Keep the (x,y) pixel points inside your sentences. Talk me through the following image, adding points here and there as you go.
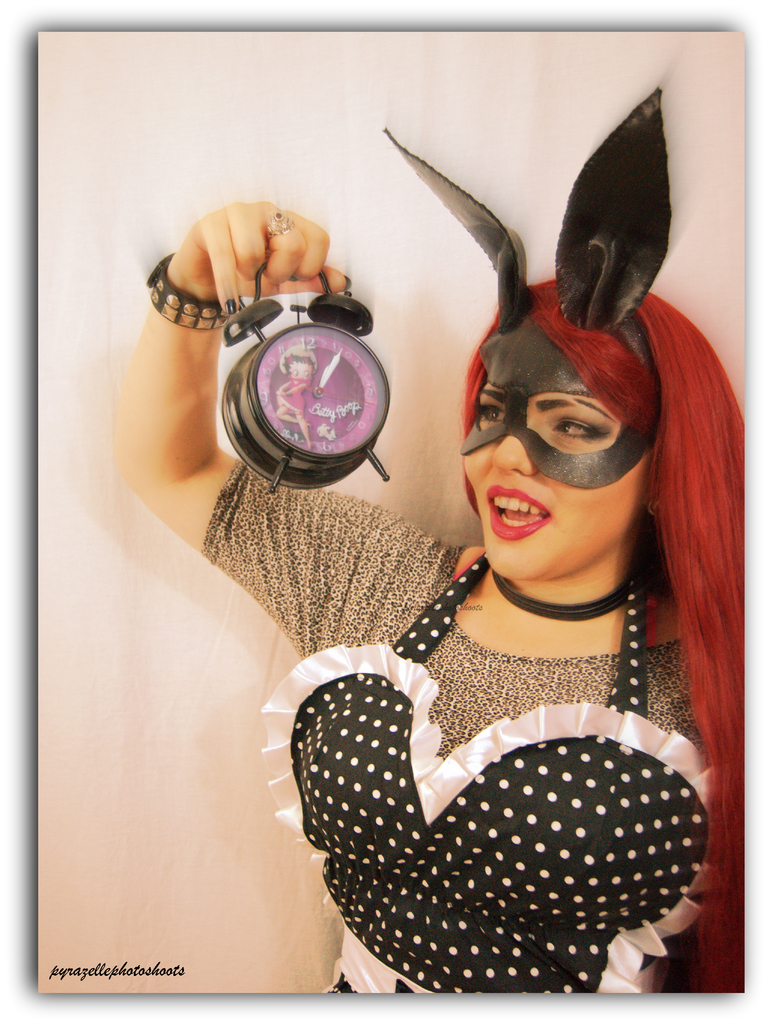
In this image I can see a woman (560,513) wearing a mask (564,296) and holding an alarm clock (266,450).
